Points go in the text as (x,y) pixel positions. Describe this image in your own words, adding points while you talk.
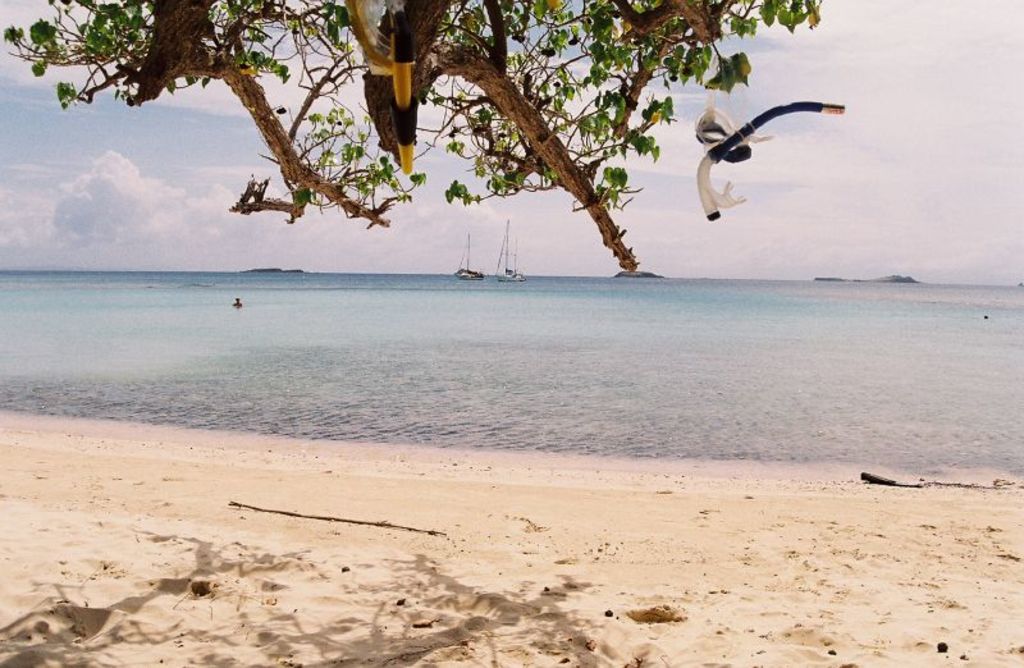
Here we can see soil (456,543), water (765,380), tree (602,15) and objects (733,149). Background (546,237) we can see the sky (564,196) and boats (504,268).
